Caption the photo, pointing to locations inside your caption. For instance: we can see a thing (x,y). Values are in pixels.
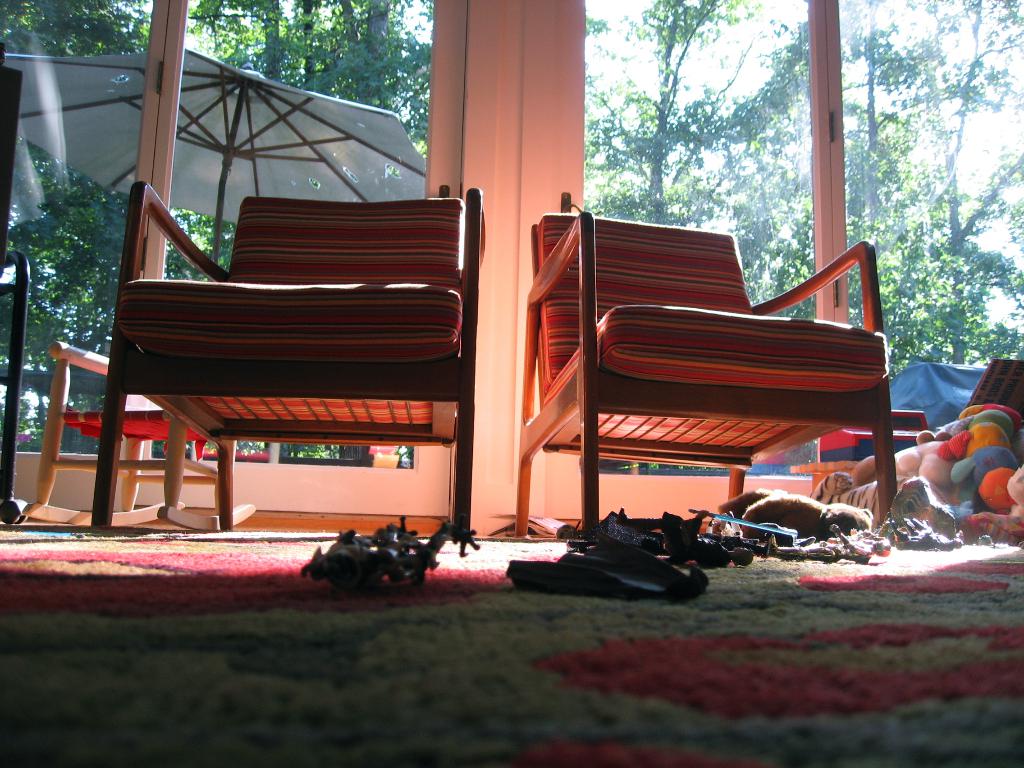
In the center of the image (529,386) we can see a chairs (408,359), some toys (945,441), dolls (973,459) are present. At the top of the image (627,100) we can see some trees (629,121), umbrella (367,115), sky (764,47), door (463,37) are there. At the bottom of the image (604,705) floor (654,683) is present.
